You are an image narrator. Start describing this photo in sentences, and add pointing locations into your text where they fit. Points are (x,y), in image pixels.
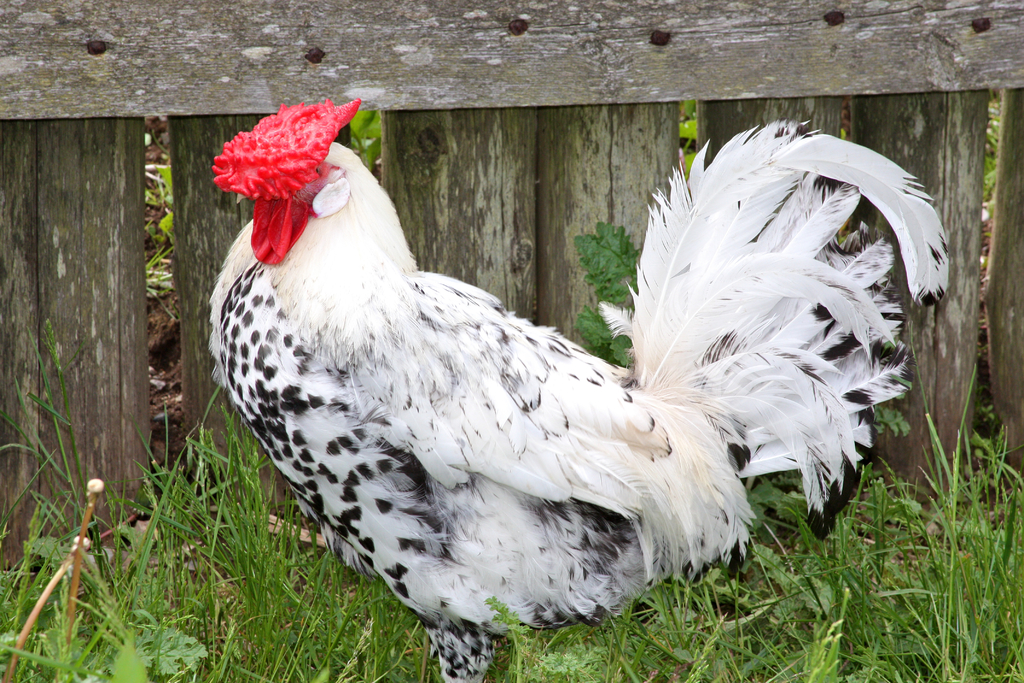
In the middle of the image (549,344) there is a white cock (345,403) standing on the ground (144,609). On the ground (200,625) there is grass (975,585). And behind the cock (426,296) there is a wooden fencing (494,188). Behind the fencing (1013,203) there are plants (161,230) on the ground (157,213).
